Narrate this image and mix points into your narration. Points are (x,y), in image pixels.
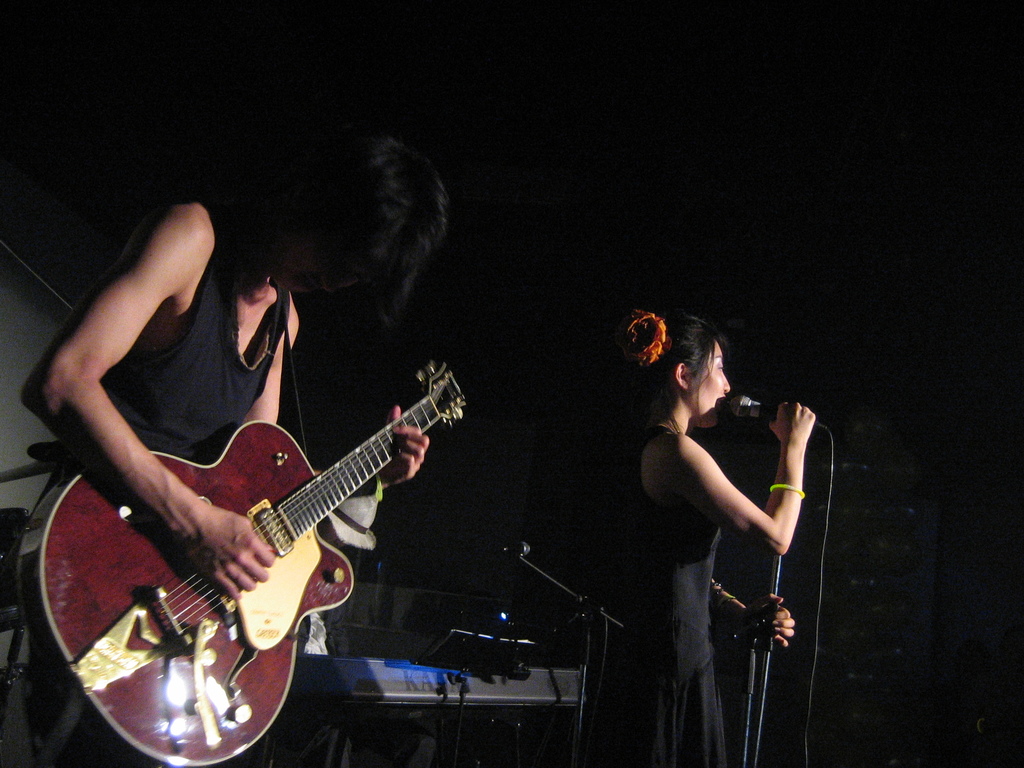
In this image there are two people (694,476) in which one of them is playing the guitar (160,638) while the other is singing with the mic (759,410) her hand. At the background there is keyboard (388,663).
